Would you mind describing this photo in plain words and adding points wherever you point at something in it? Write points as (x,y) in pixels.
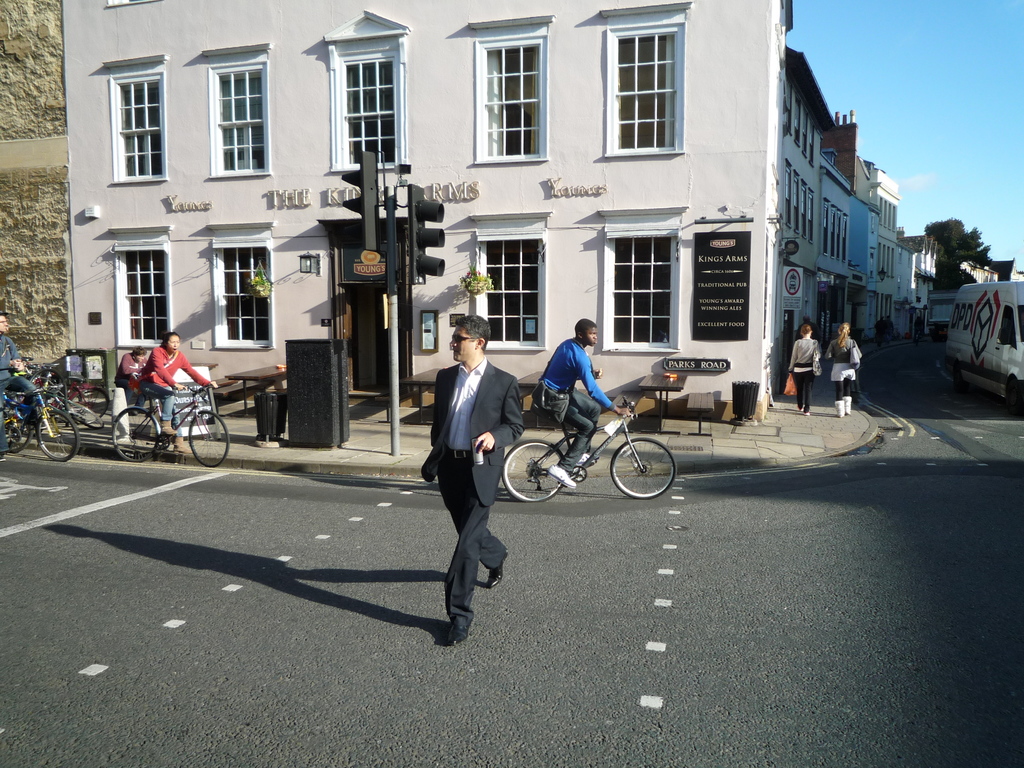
In this image i can see a man (464,531) walking on the road (436,642) at the background (554,467) few persons (542,400) are riding bicycle (220,433), a traffic pole (440,245), a building (559,208), two women (804,368) are walking on path way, and a sky (903,206).
